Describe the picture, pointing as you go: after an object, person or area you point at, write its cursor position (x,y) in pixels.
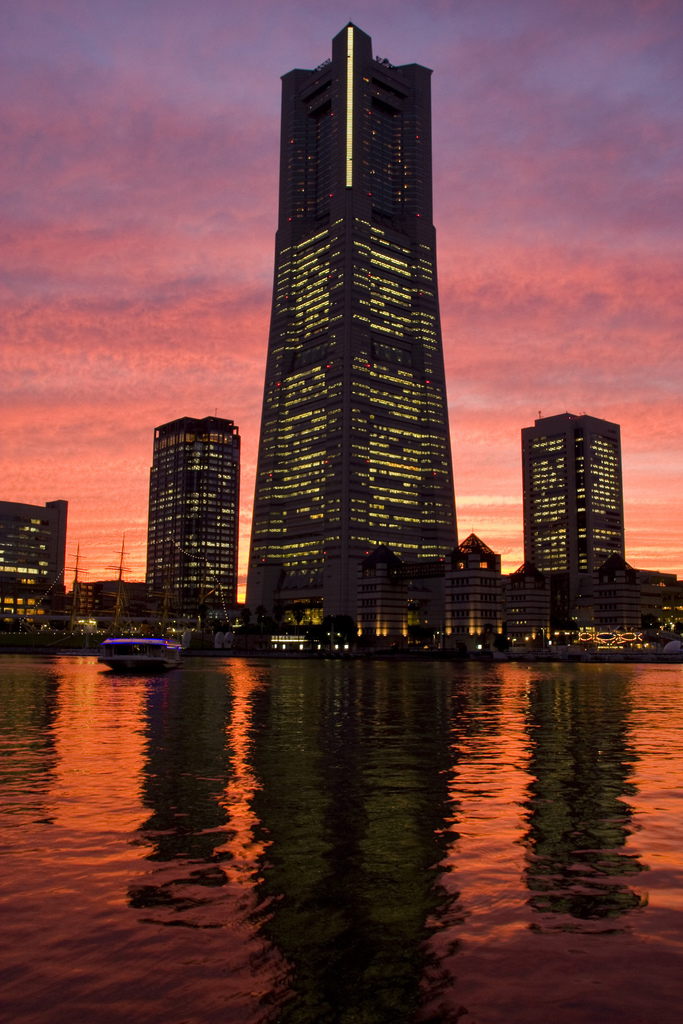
In this image we can see some buildings (284,544), poles (122,559), there is a boat (126,657) on the water (455,777), also we can see some lights (339,634), the sky (239,159).
